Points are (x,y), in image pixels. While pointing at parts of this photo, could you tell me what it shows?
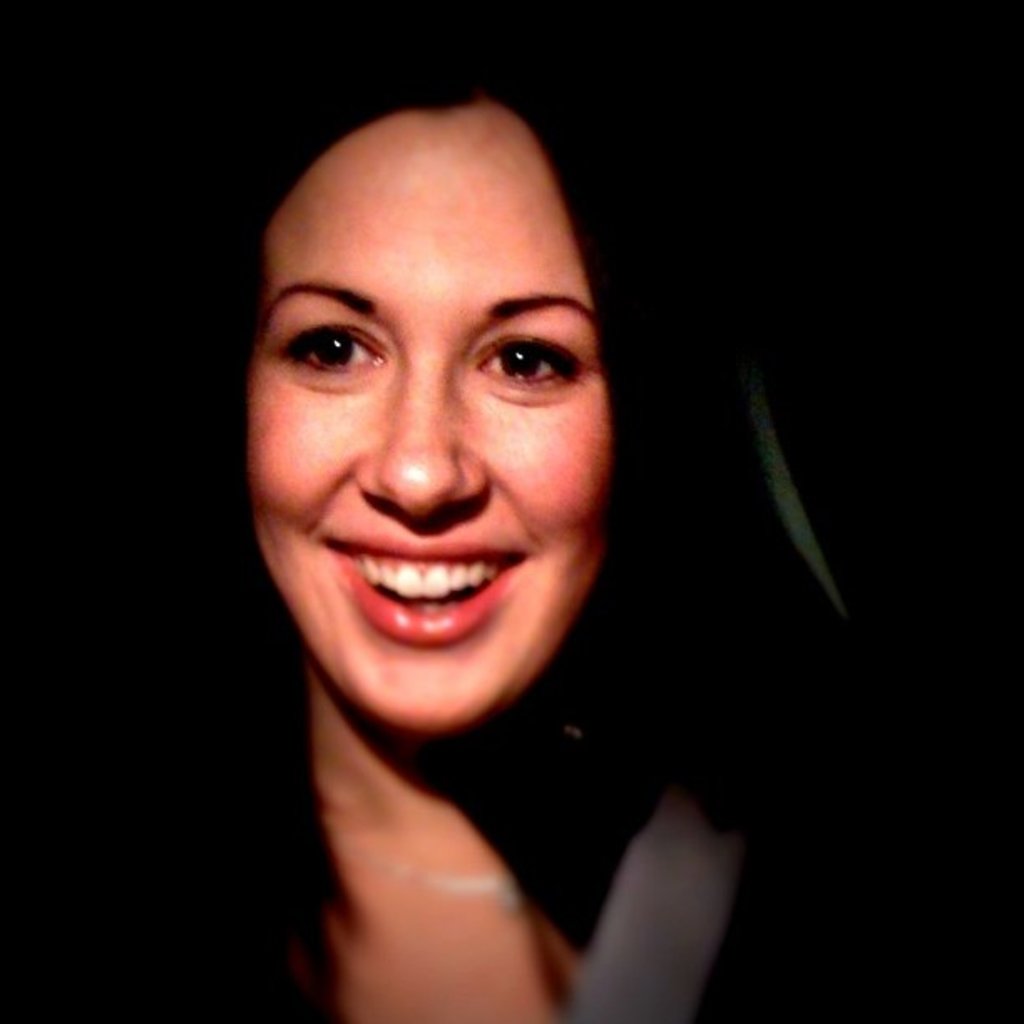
In this picture there is a woman (579,402). The picture has blurred edges. The background (53,40) is dark.
